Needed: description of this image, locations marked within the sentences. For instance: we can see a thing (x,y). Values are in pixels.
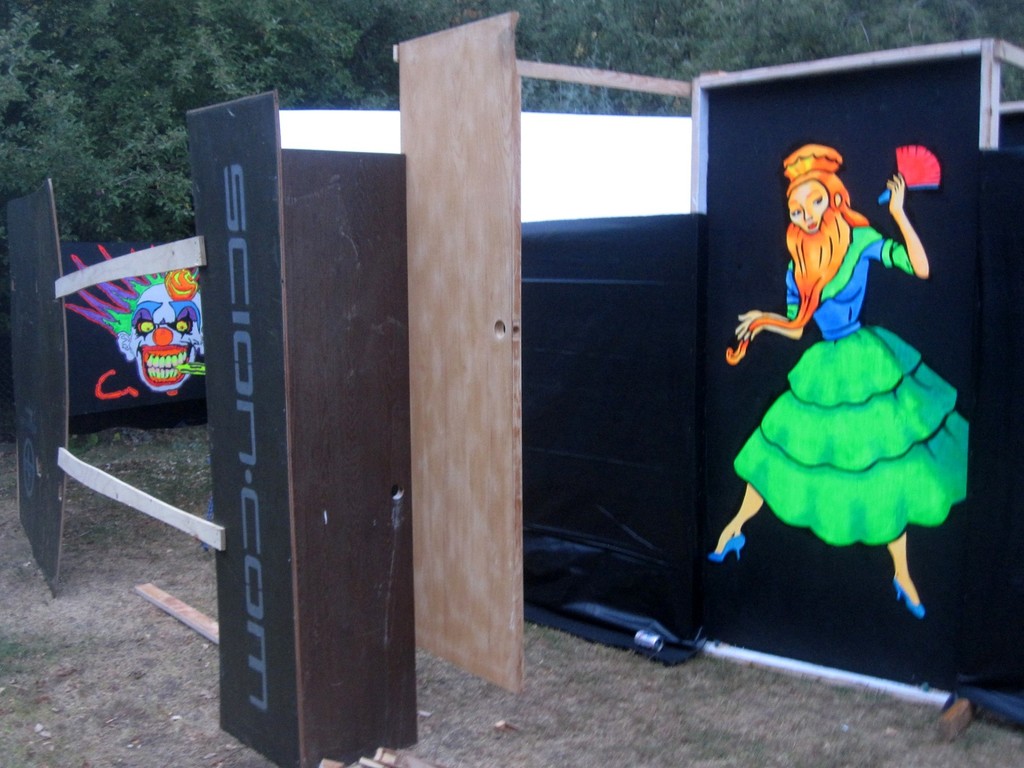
In this image there is an object (477,421) made of wood (493,494), there is a text (246,314) on the object (240,362), there are images (197,331) on the object (846,556), there is a tree (715,47), there is wood (191,611) on the ground (165,631).
